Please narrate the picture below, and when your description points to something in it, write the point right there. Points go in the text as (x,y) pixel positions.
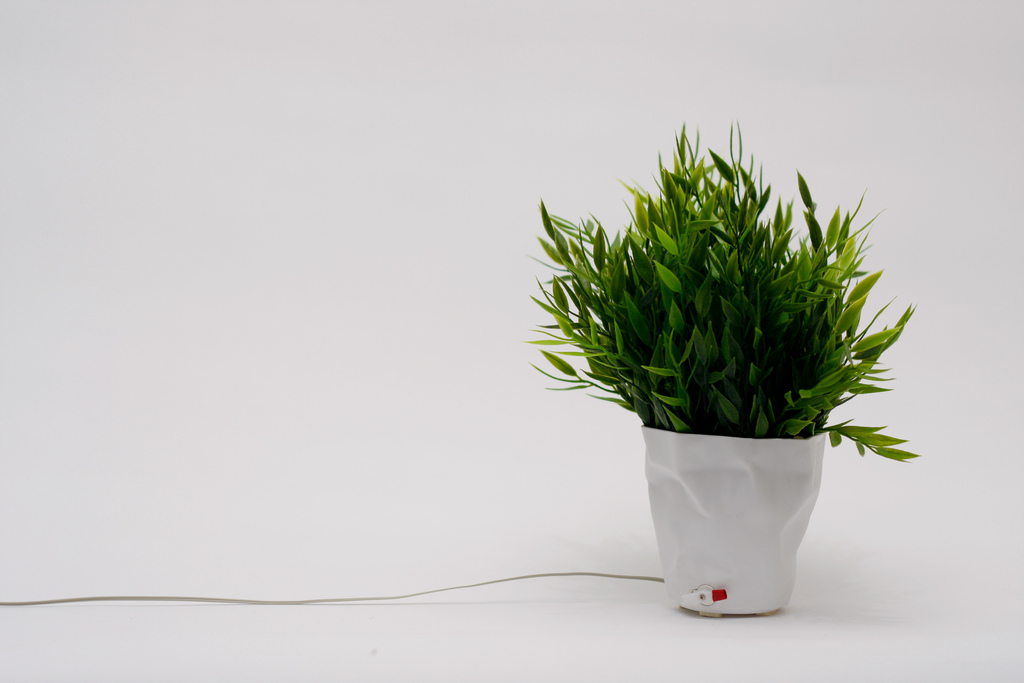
In this image we can see a plant (742,410) which is in flower pot (732,521) which is in white color.
